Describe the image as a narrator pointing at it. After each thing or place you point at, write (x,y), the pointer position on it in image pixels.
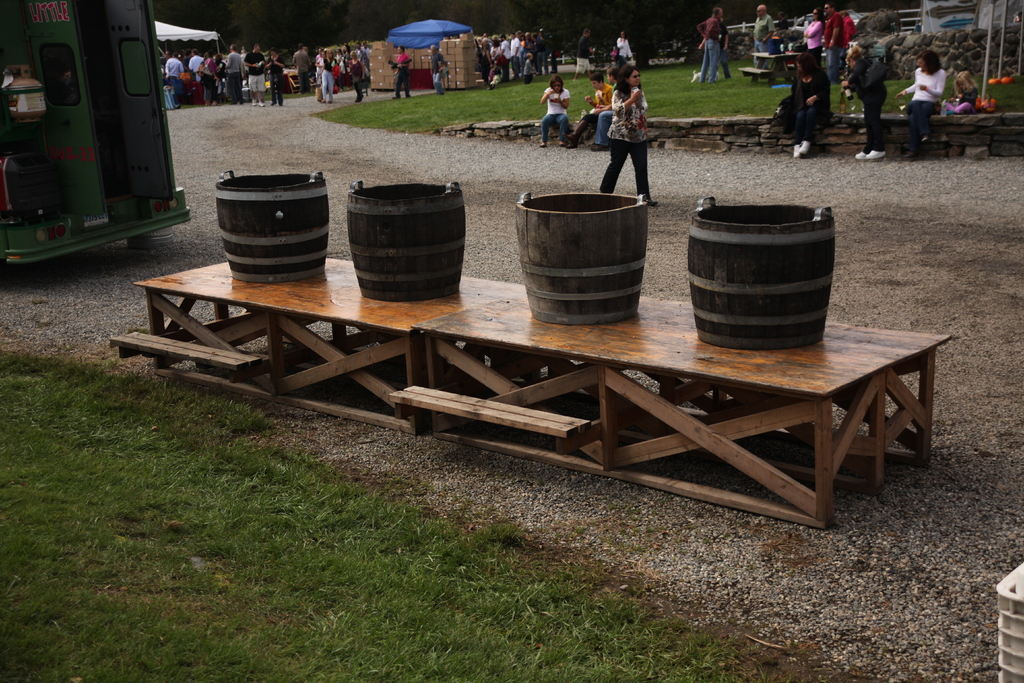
In this image, there is an outside view. There are tubs (270,232) on the table (435,374). There is a truck (123,165) in the top left of the image (116,136). There are group of people (335,55) at the top of the image (506,45) standing and wearing clothes (516,65). There is a grass (355,594) at the bottom of the image (368,607).
